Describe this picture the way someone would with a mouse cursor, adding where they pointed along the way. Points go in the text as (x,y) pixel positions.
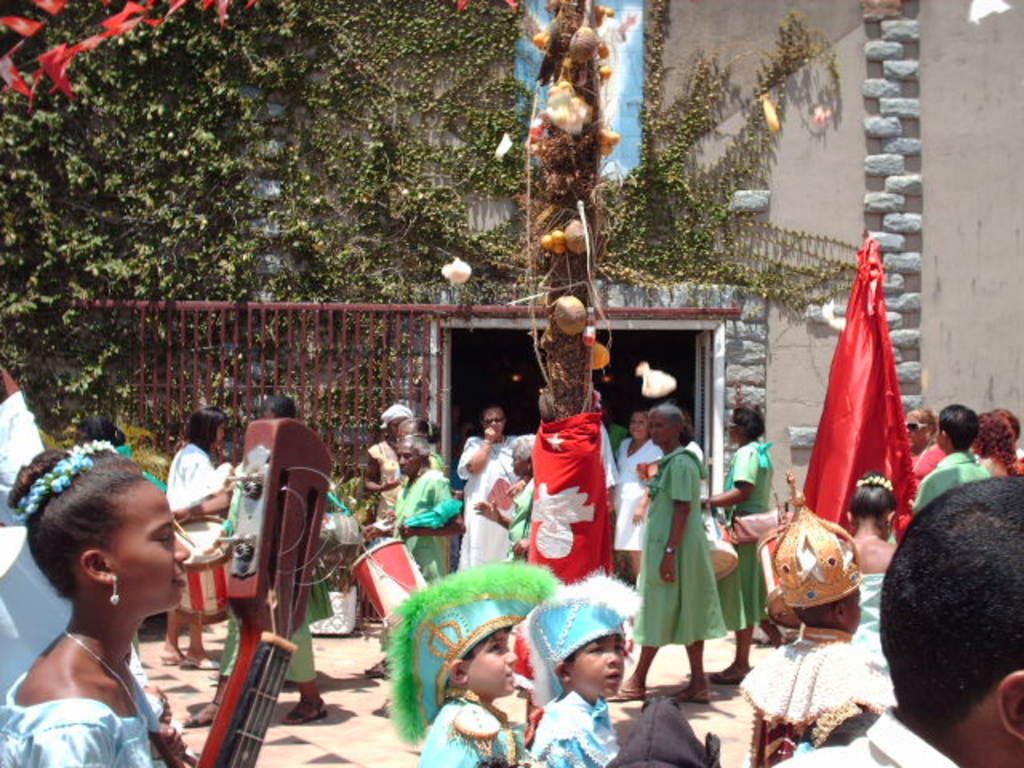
In this image I can see number of persons (496,600) are standing on the ground (634,652) and I can see few of them are holding musical instruments (320,520) in their hands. I can see red colored flag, few trees (373,296) which are green in color, the railing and few buildings (800,115).
